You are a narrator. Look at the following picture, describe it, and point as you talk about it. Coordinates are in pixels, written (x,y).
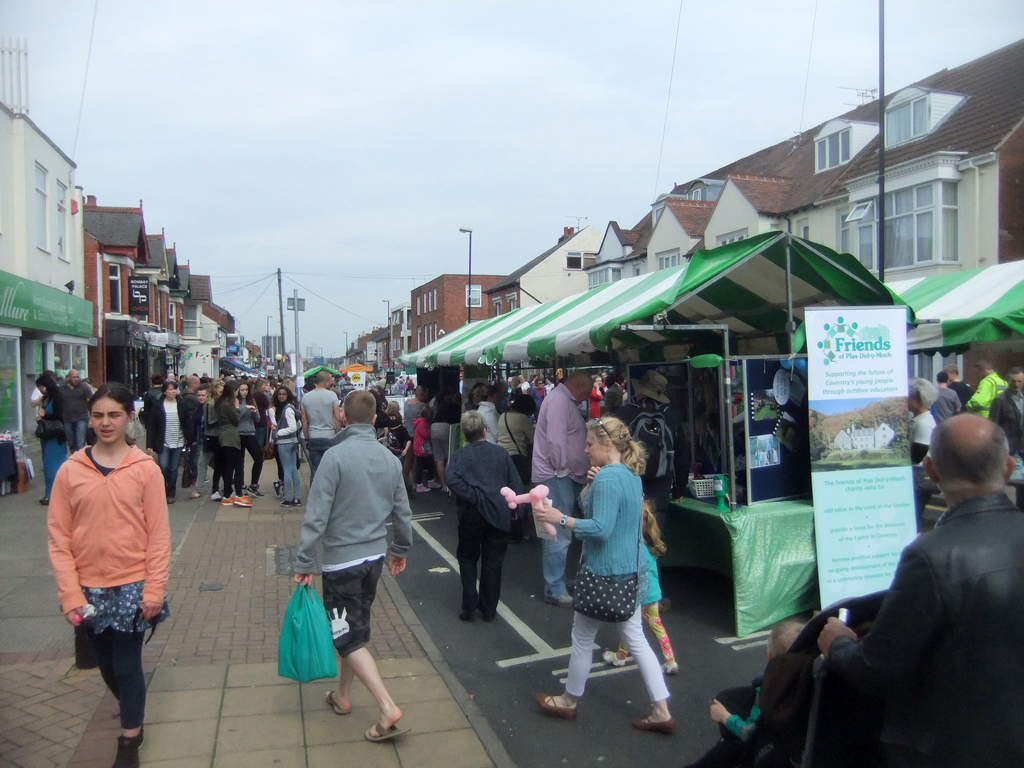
Here some people (179,405) are standing and some are walking, these are houses (606,266), this is sky (417,117).
